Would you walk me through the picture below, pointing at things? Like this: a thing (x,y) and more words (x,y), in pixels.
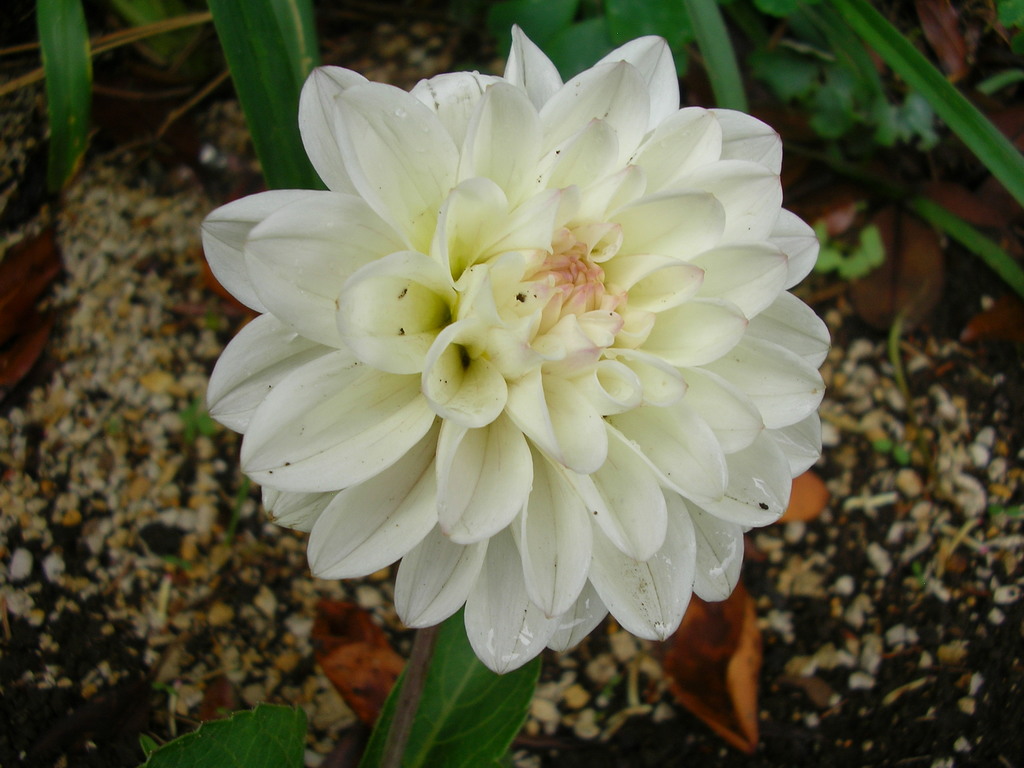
There is a zoom in picture of a white color flower (546,237) as we can see in the middle of this image (646,415).
